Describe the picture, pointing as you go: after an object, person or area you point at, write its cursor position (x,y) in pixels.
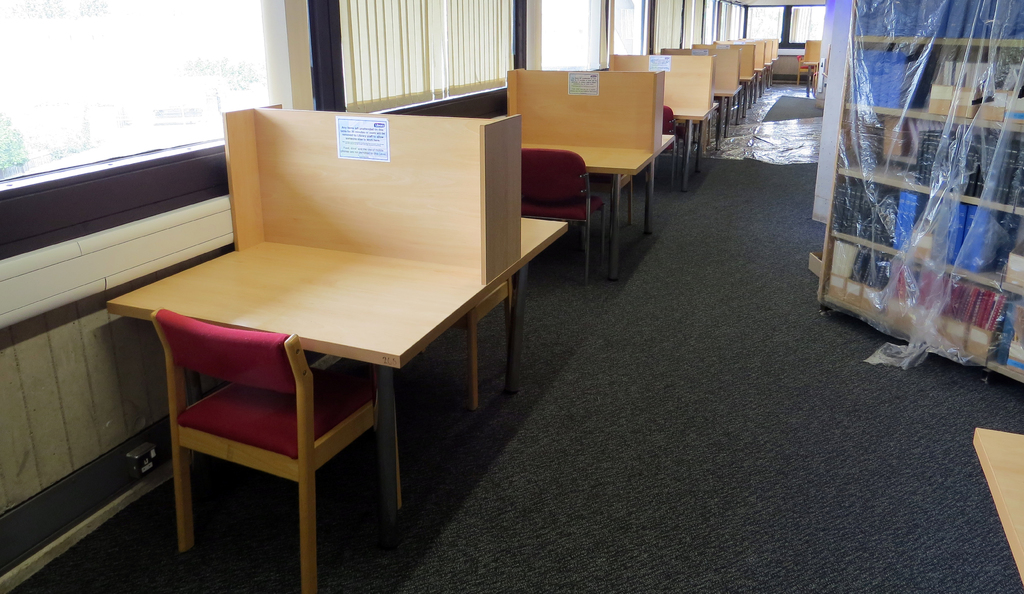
In the center of the image (363,288) there are chairs (188,496) and tables (488,147). There are windows (204,23). At the bottom of the image (741,429) there is carpet (756,545). To the right side of the image (819,295) there are books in shelf (946,168).
